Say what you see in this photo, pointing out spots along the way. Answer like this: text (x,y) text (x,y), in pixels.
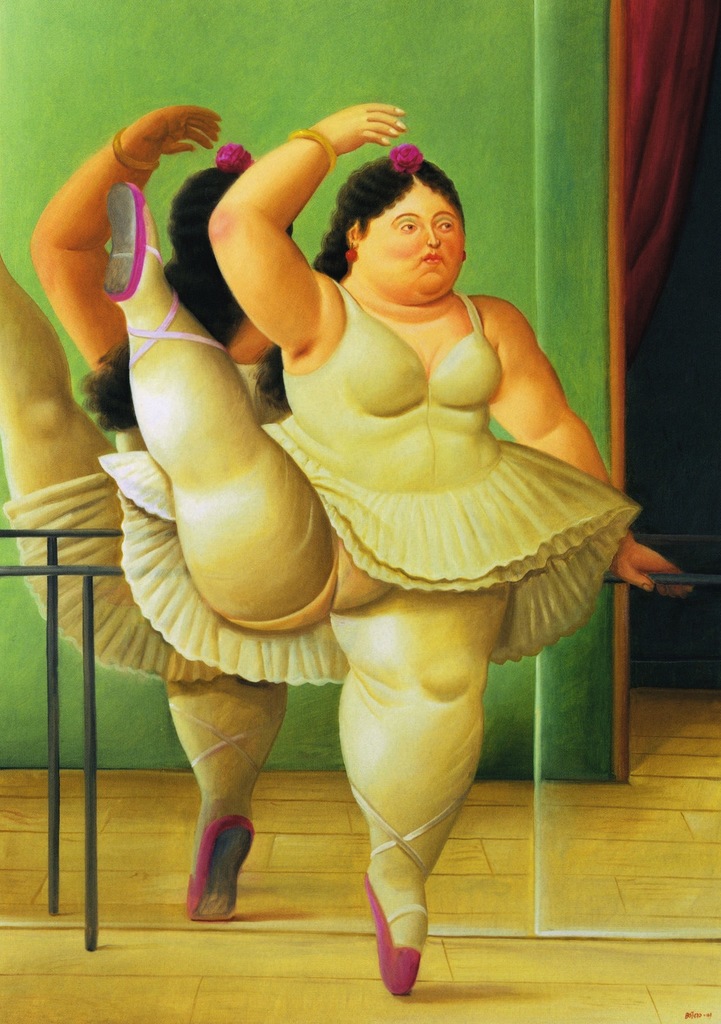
In this image I can see the painting (133,614). I can see the painting (363,756) of the person (414,760) and in the back (192,191) I can see the mirror (120,515). In the mirror (85,233) I can see the reflection (103,379) of the person (120,364), green color wall (507,108) and the curtain (631,83).
